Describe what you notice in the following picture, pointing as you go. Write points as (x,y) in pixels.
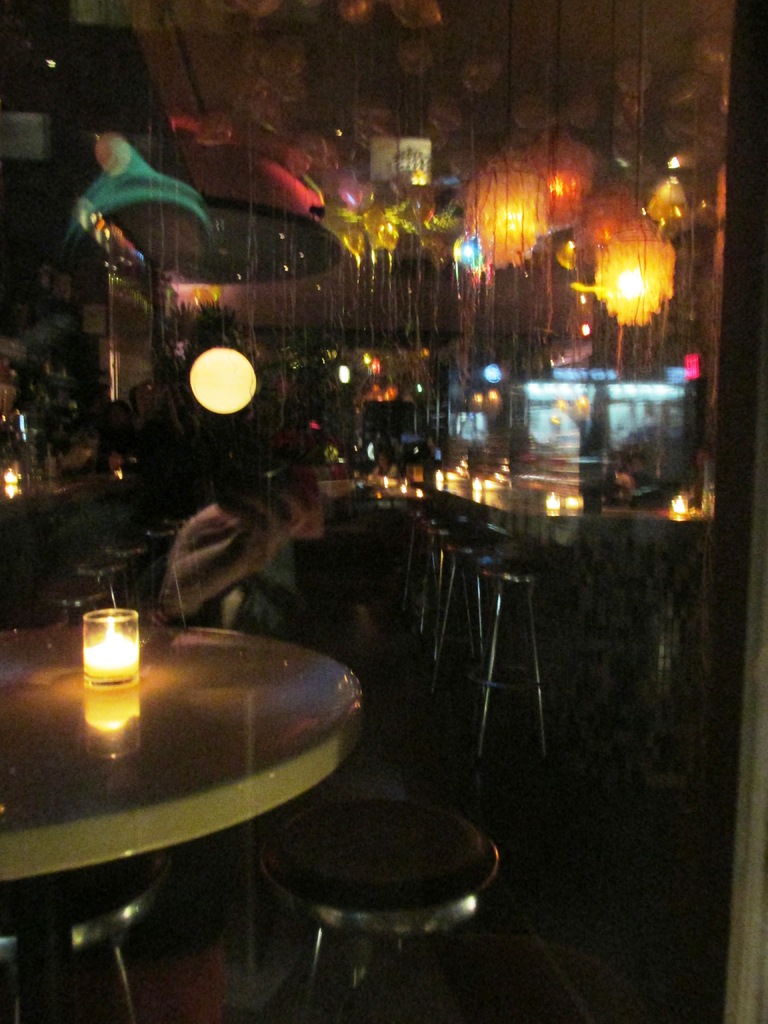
In this picture we can see a candle (89,671) in a glass (125,673). There are few chairs (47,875) and tables (244,669). We can see some lights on top (568,243).
